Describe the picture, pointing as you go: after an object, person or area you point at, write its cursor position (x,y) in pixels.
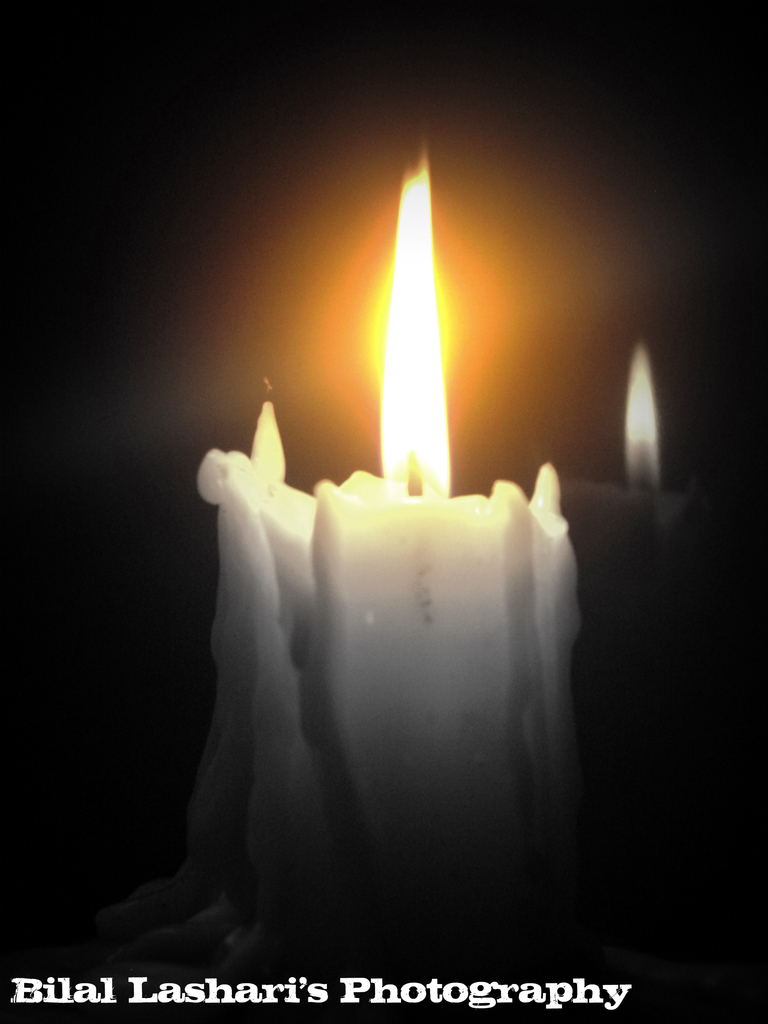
There is a candle (278,485) in the center of the image (413,518) and text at the bottom side (548,999).
